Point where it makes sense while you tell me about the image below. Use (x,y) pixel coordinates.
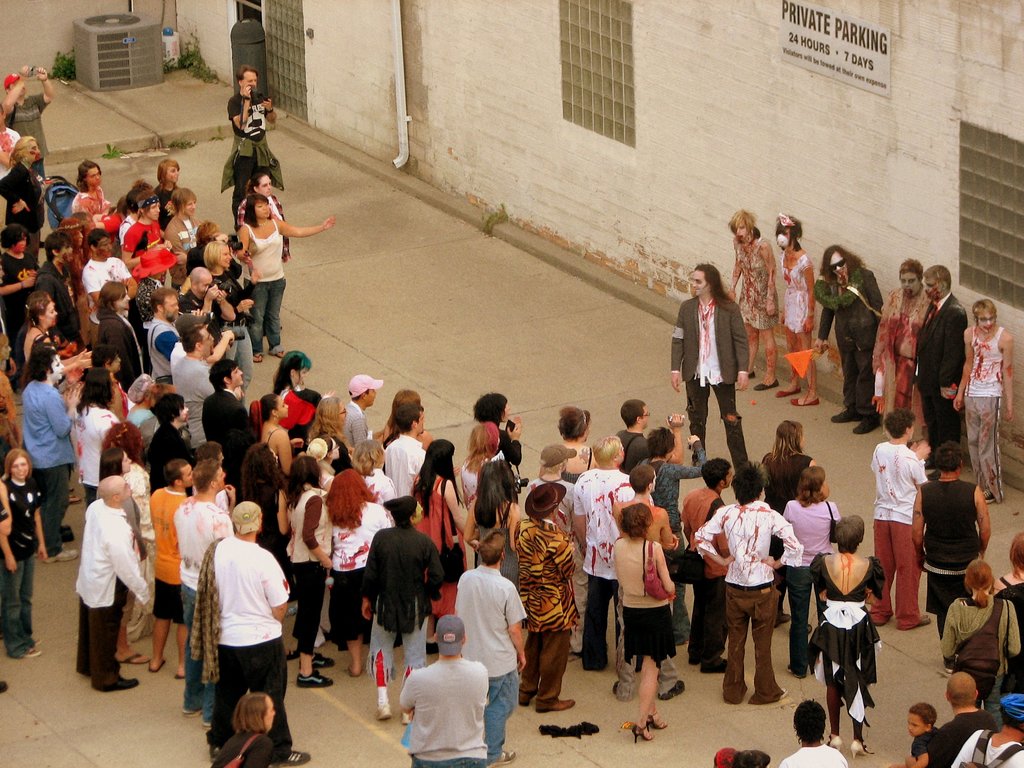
In the center of the image (467,511) we can see one black color object (585,724) and a few people (645,423) are standing and they are in different costumes (910,395). Among them, we can see a few people (217,346) are holding some objects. In the background (412,39) there is a wall (392,32), one paper (824,70) with some text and a few other objects (92,65).
